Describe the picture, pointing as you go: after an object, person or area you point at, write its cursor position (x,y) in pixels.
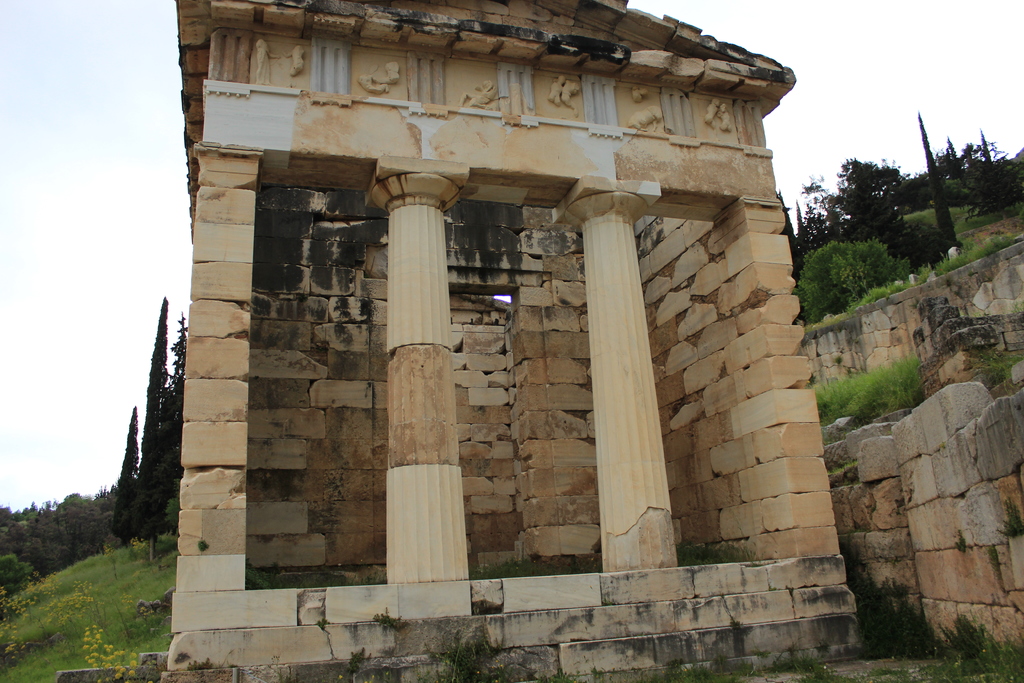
In this image I can see the building (335,397). To the side I can see the wall (958,371) and many trees (973,170). In the background (138,31) there is a sky (920,66).
